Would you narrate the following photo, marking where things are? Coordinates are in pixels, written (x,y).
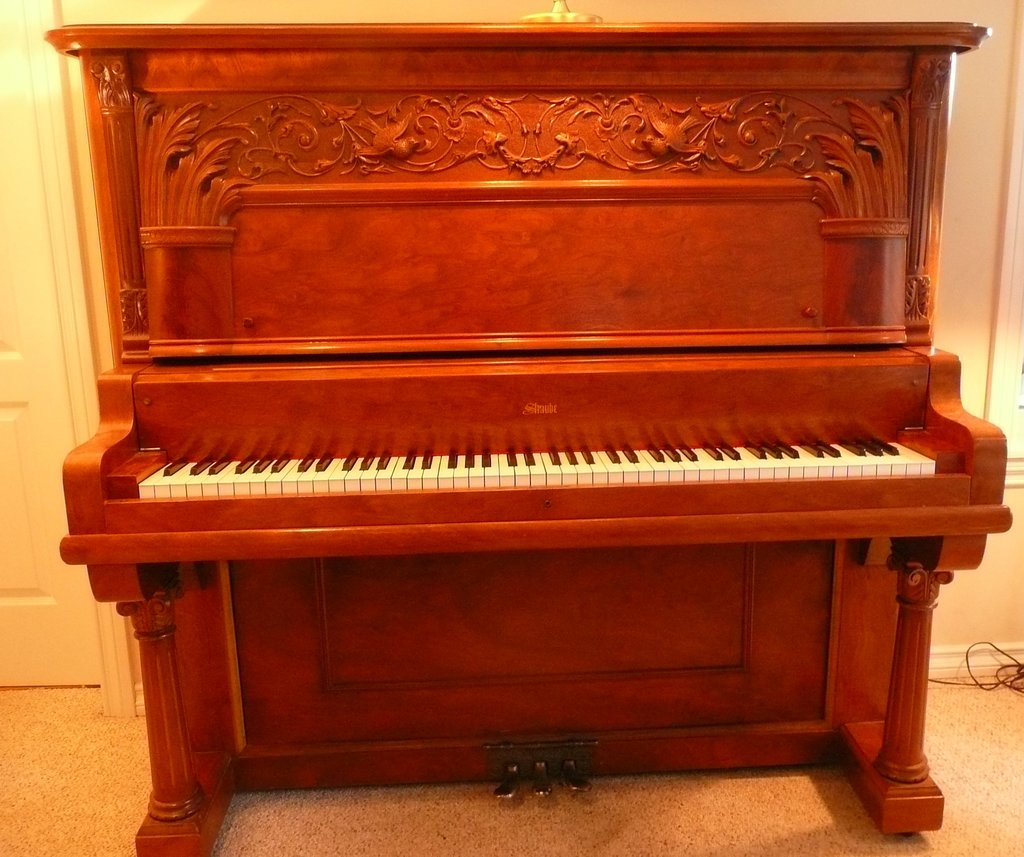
This picture shows a piano (243,282).
